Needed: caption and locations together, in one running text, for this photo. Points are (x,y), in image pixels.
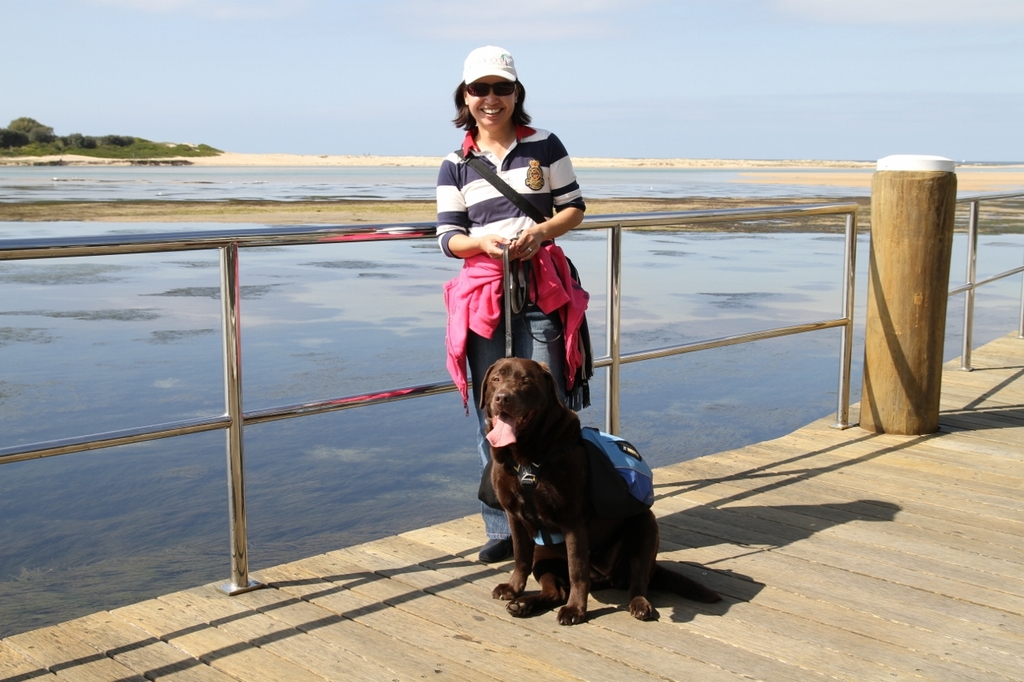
A woman (487,171) is posing to camera with a dog (548,429) in front of her and water body (333,374) at the background (285,278).
